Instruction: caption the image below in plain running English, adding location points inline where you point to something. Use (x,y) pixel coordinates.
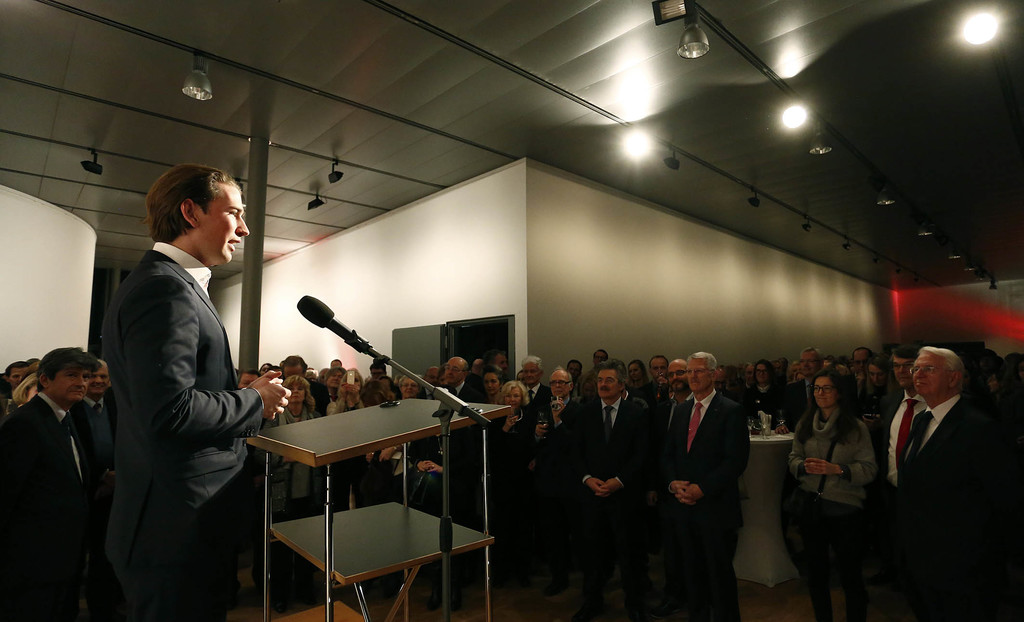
This is a conference hall (464,66), many people (833,411) are standing on the floor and listening to this person (175,390) at the podium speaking on the microphone (342,329). At the rooftop (440,67) we see few lights (794,122).
